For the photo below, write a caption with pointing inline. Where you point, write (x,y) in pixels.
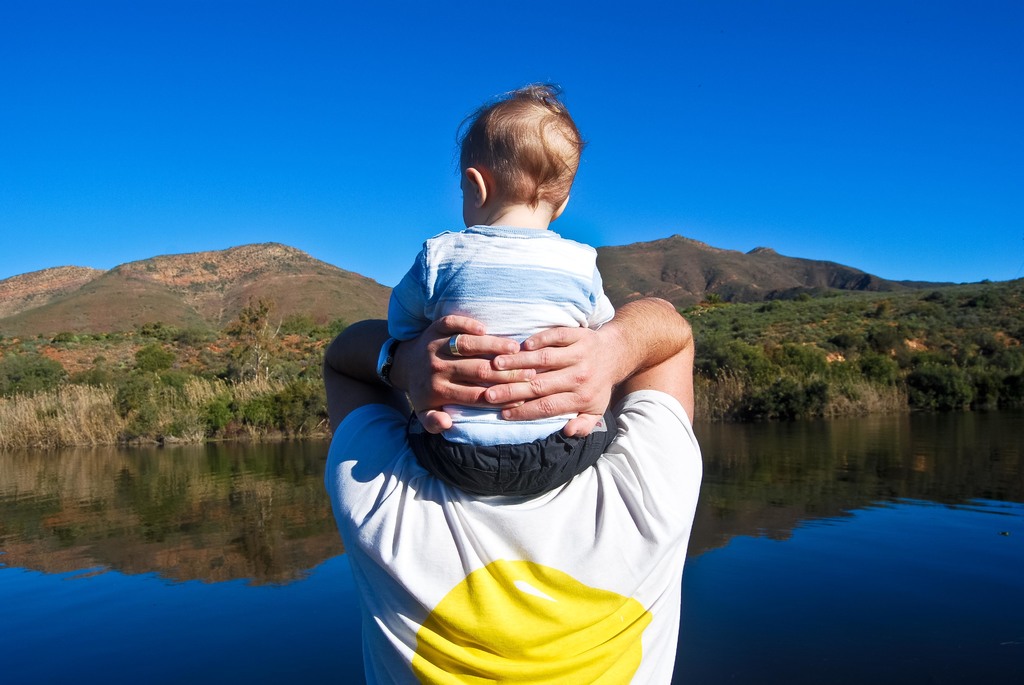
In the center of the image (371,352) we can see kid (422,318) sitting on the man (508,529). In the background (875,538) we can see water (869,516), hills (679,262), trees (149,365), plants (150,403) and sky (328,131).
